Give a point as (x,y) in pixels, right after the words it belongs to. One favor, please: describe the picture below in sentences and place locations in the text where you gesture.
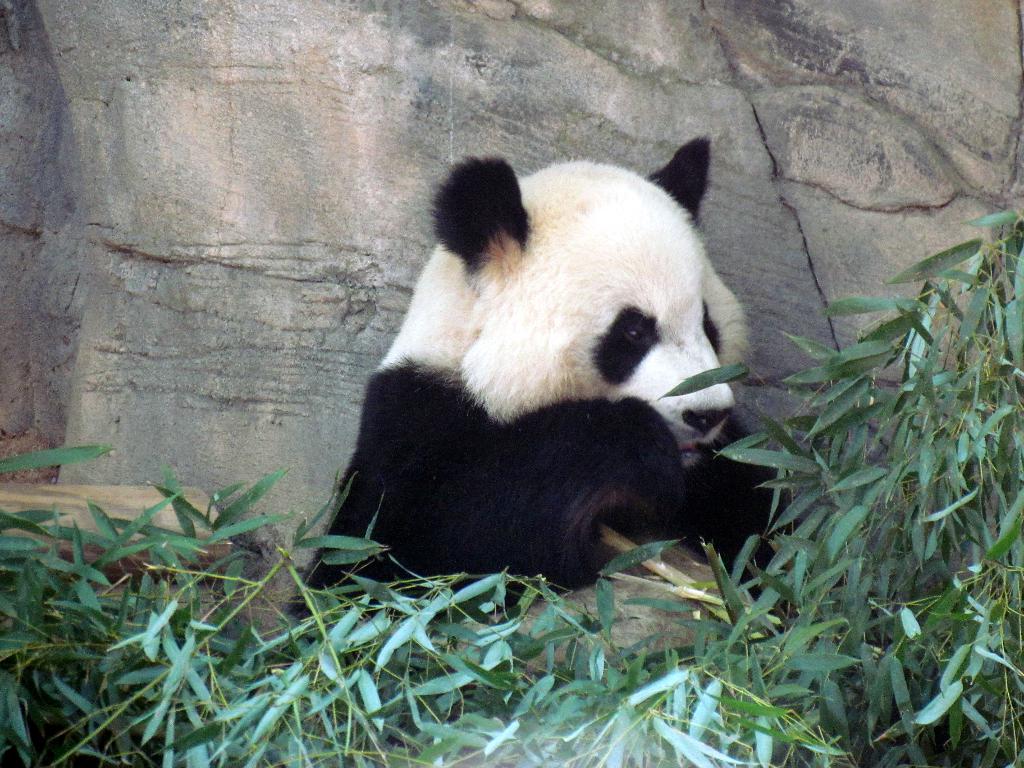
In this image I can see there is a panda (592,511), there are few plants (397,643) in front of it. There is a rock (701,32) in the backdrop (532,30).
